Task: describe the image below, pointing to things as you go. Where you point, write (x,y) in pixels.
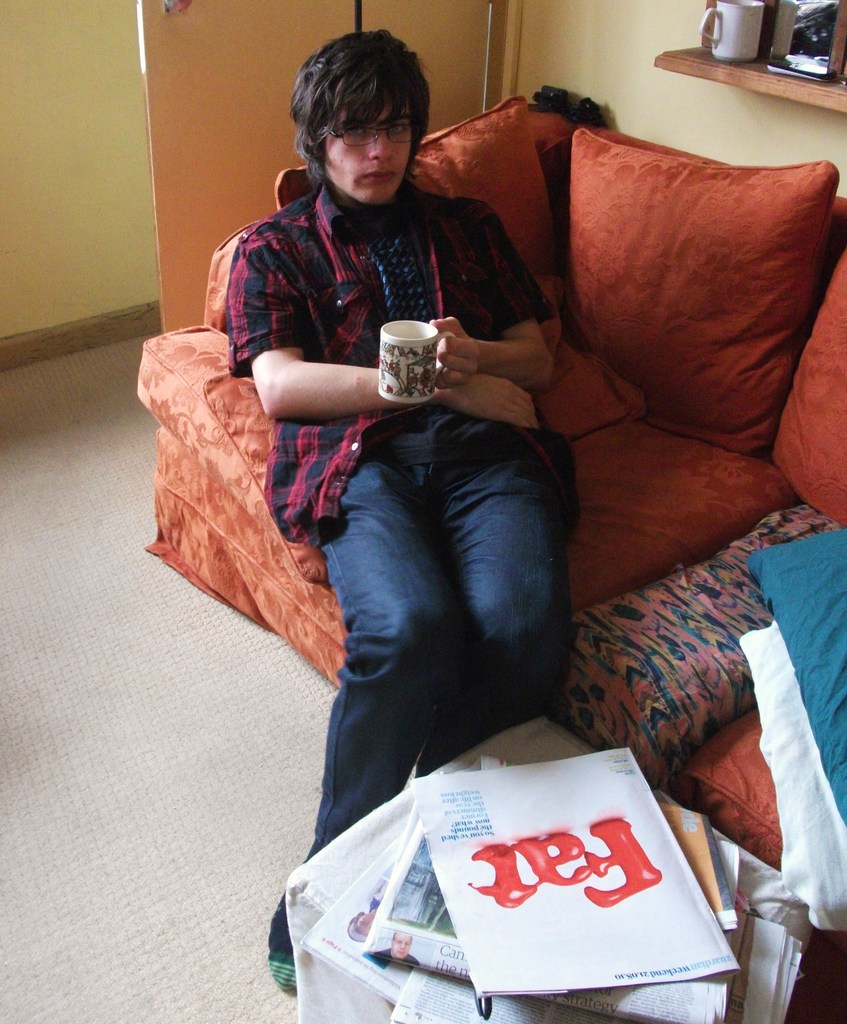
In the foreground of the picture (358,968) there is a table (334,1010), on the table (334,1022) there are newspapers (462,845). In the center of the picture (319,643) there is a couch (634,519), on the couch (638,353) there are pillows (727,332) and a person (417,284) sitting. At the top (667,28) there are cup (745,54), mirror (817,35), door (387,12) and wall (35,90).
